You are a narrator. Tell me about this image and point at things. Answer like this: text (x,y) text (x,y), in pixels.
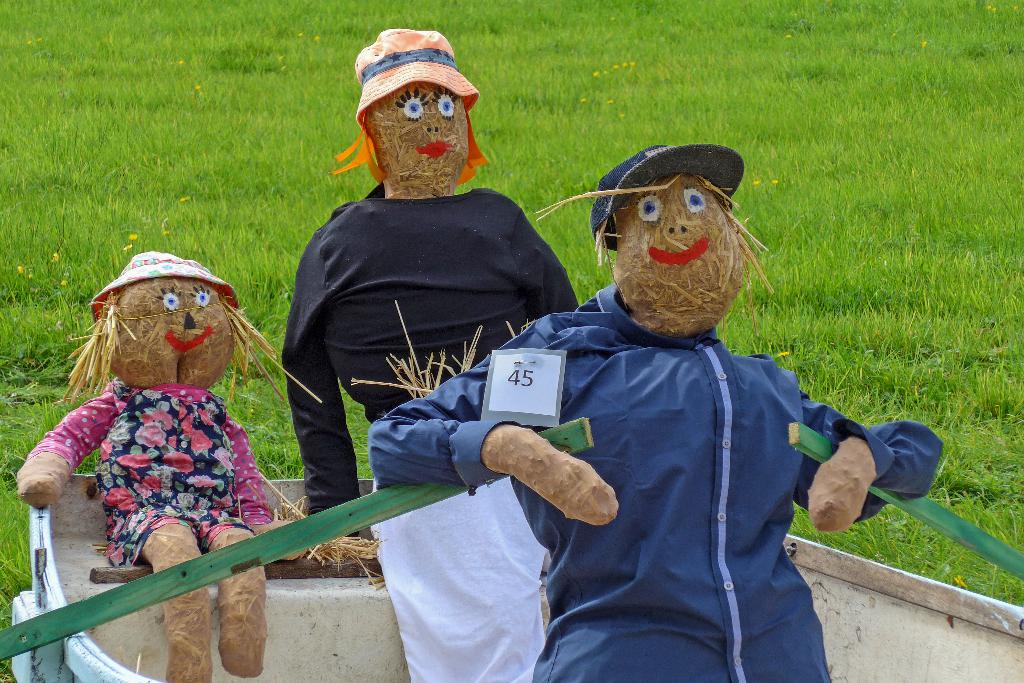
In this image I can see three puppets (294,424) to which I can see some clothes (322,337) and caps (392,88) on the heads (153,299). There are placed in a boat (316,647). In the background (650,90) I can see the grass (180,126) in green color.
